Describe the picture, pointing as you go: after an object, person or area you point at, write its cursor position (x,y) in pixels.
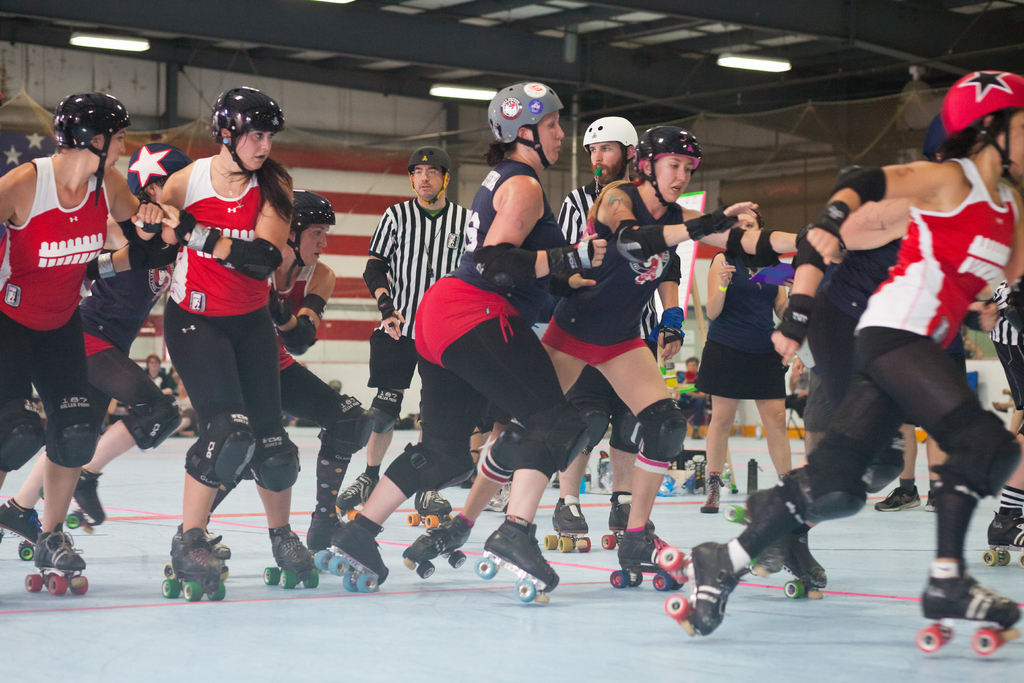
In this picture I can see group of people (46,274) doing skating with the skating shoes (442,497), there is a flag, and in the background (777,38) there are lights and some other objects (729,467).
